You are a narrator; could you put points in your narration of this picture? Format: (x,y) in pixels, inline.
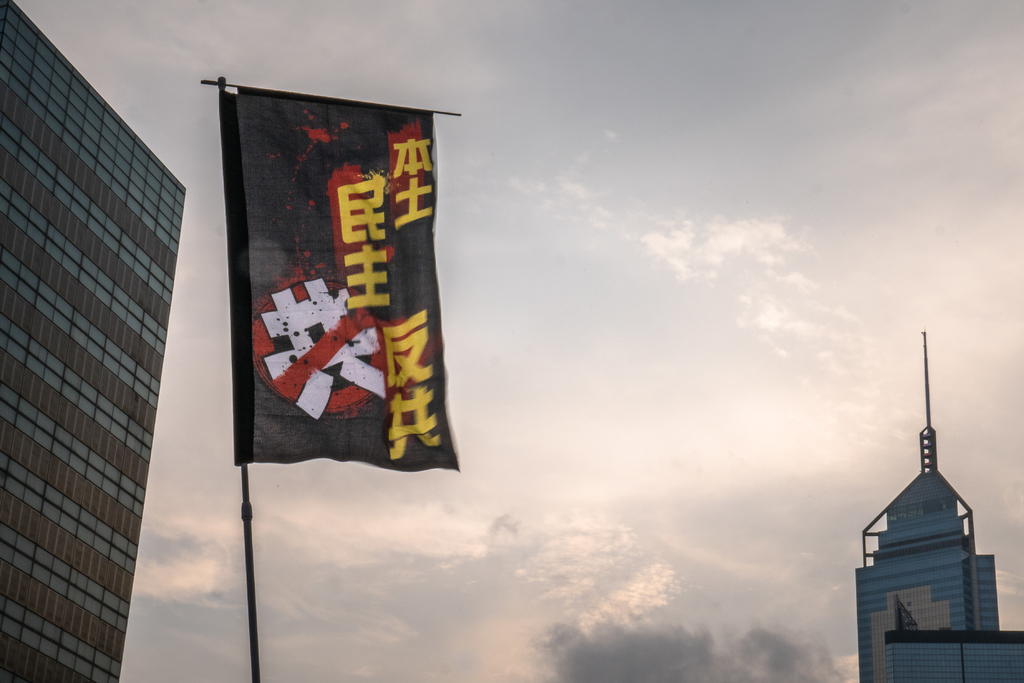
In this picture we can see a pole (248,500) with a flag (320,247) and on the left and right side of the flag (291,291) there are buildings (945,580) and behind the flag (320,296) there is a sky (736,210).
